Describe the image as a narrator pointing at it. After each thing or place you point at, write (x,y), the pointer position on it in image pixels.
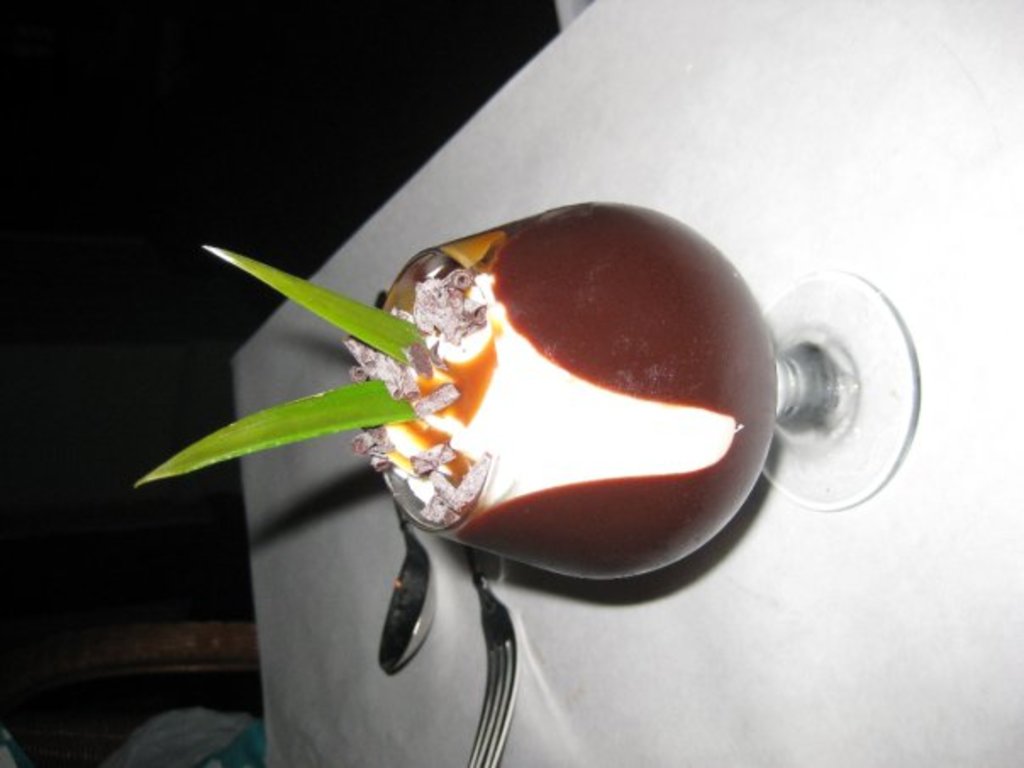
In this picture there is a glass of drink (390,369) which has two aloe vera strips (353,395) in it and there is a spoon (399,581) and fork (513,688) beside it.
